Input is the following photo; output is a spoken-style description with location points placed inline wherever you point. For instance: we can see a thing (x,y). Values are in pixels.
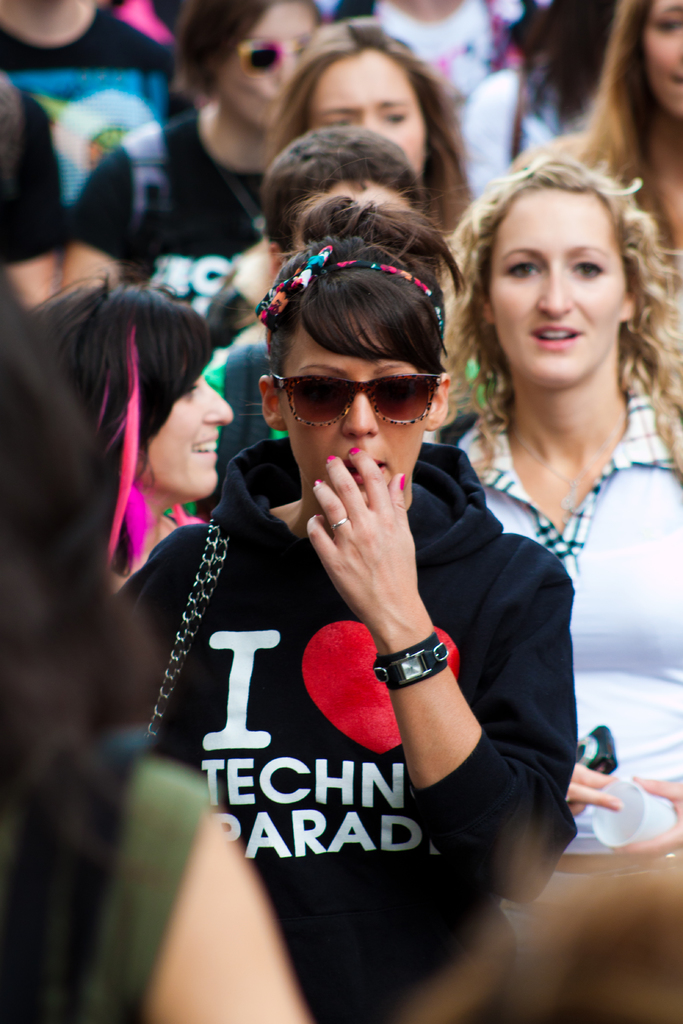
In this picture I can see a person (559,657) with goggles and a black hoodie (416,509), and in the background (592,367) there are group of people (600,607) standing.
